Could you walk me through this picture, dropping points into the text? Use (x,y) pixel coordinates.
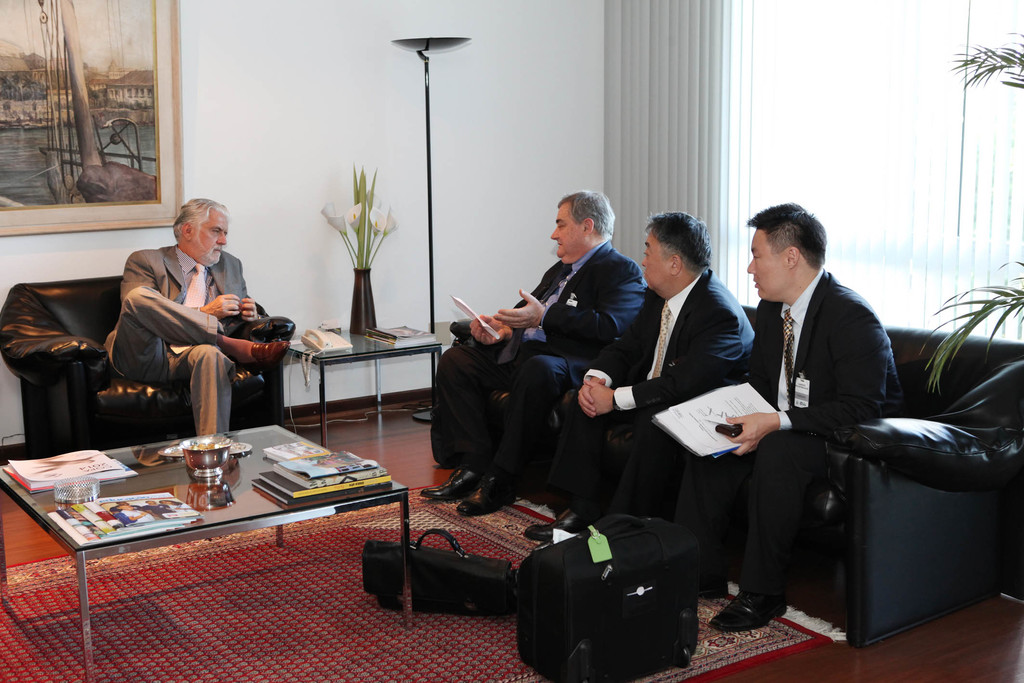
In the image we can see there are people (825,326) who are sitting on sofa (969,470) and on chair (40,299). On the table (170,470) there are books (320,490), paper (109,472) and a bowl (204,459).
